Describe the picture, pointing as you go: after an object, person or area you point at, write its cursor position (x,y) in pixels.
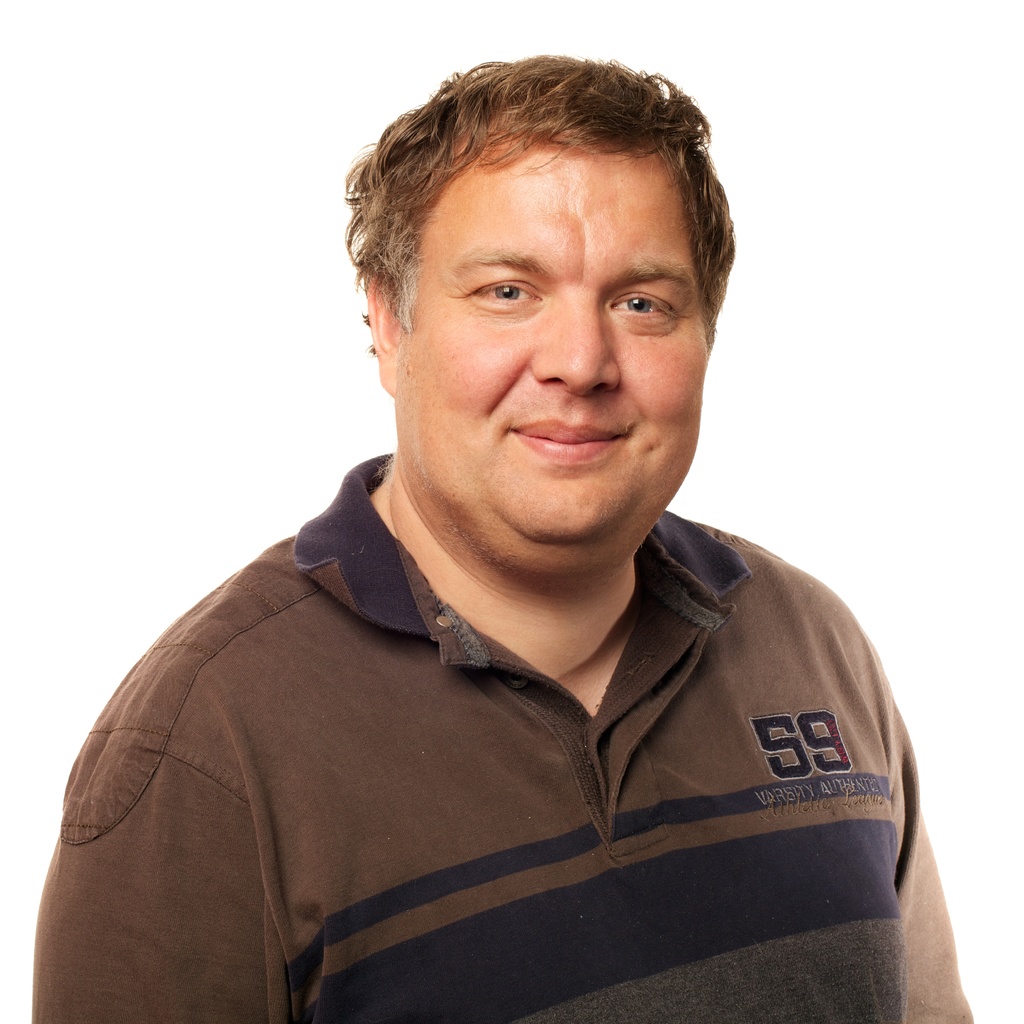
In this picture, we see a man (414,877). He is wearing a brown T-shirt (376,836). He is smiling. In the background (214,341), it is white in color.
